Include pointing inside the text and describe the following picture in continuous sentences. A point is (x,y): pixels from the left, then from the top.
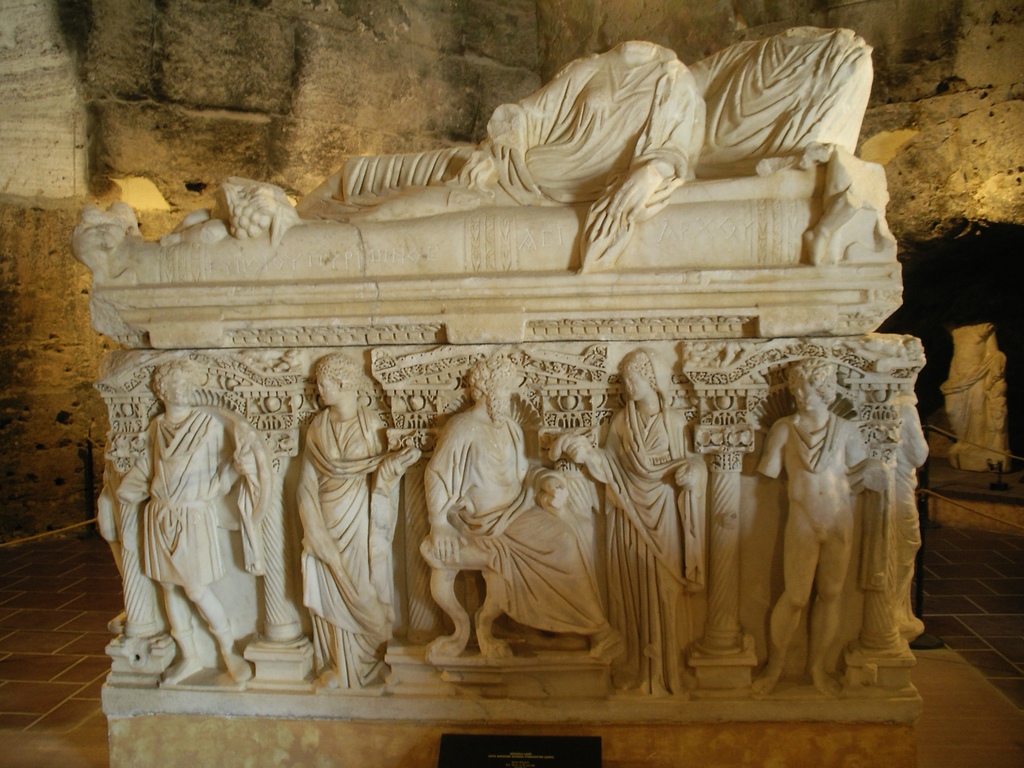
In this image I can see a statue (509,241) which is in white color. I can see few people (248,496) on the statue (638,424). Back I can see a wall (399,106).
